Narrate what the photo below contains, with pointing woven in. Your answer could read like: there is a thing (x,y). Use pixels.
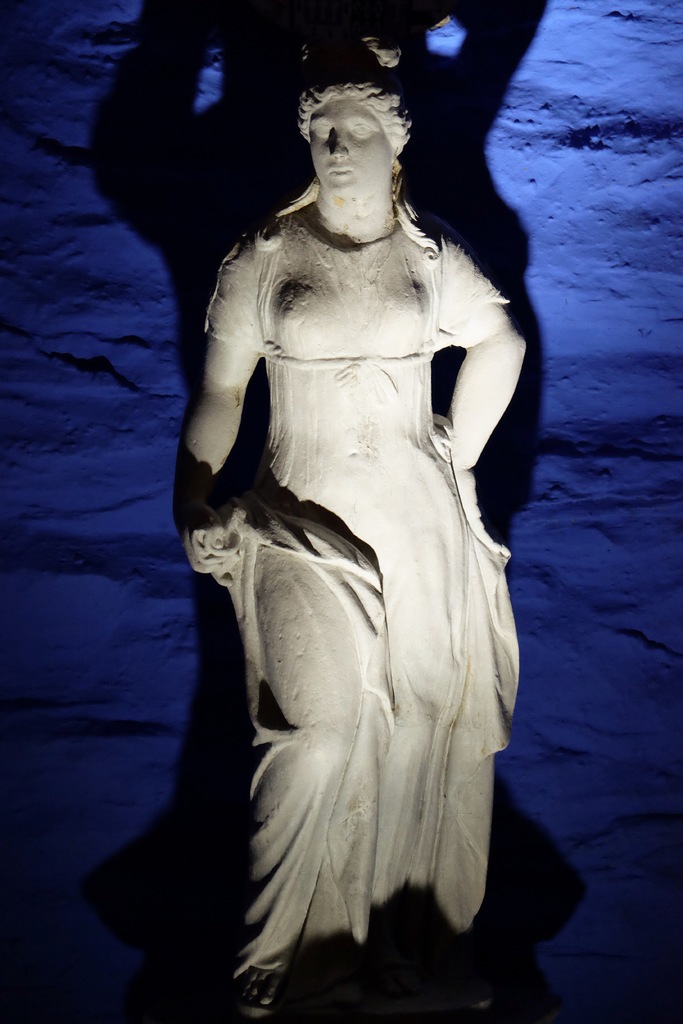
In this image, in the middle (408,671), we can see a statue (395,272). In the background (152,351), we can see blue color and a shadow (458,201) of a statue (460,345).
